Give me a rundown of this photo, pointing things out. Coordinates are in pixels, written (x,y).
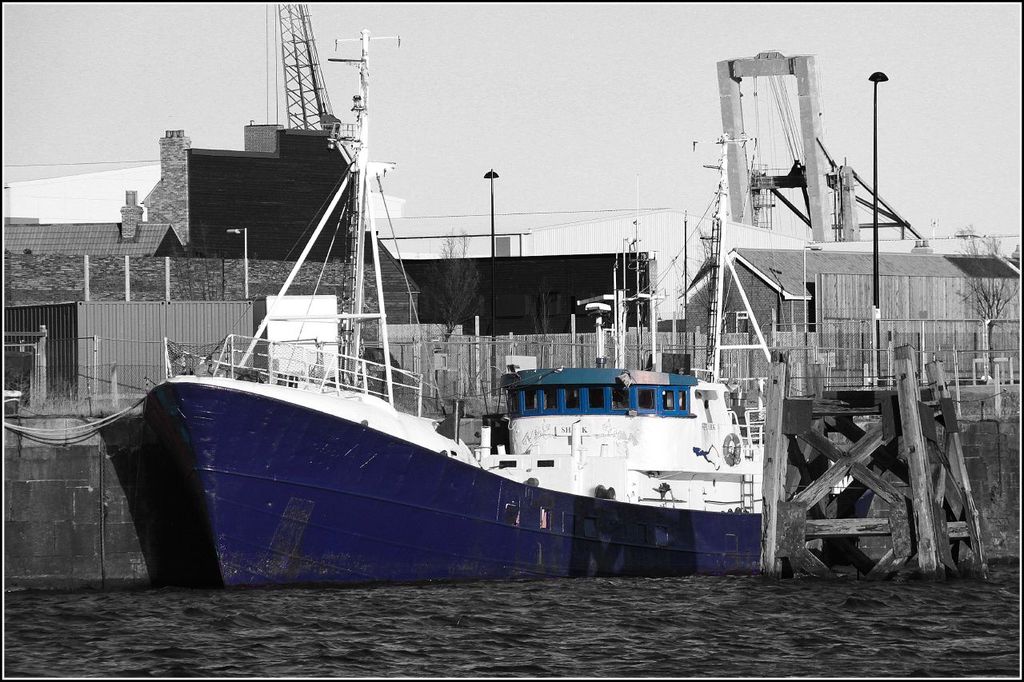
In this picture I can see there is a boat (426,529) moored on the water (541,587) and in the backdrop (251,305) there are some buildings (730,305), trees (994,317), poles (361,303) and the sky (894,77) is clear.
